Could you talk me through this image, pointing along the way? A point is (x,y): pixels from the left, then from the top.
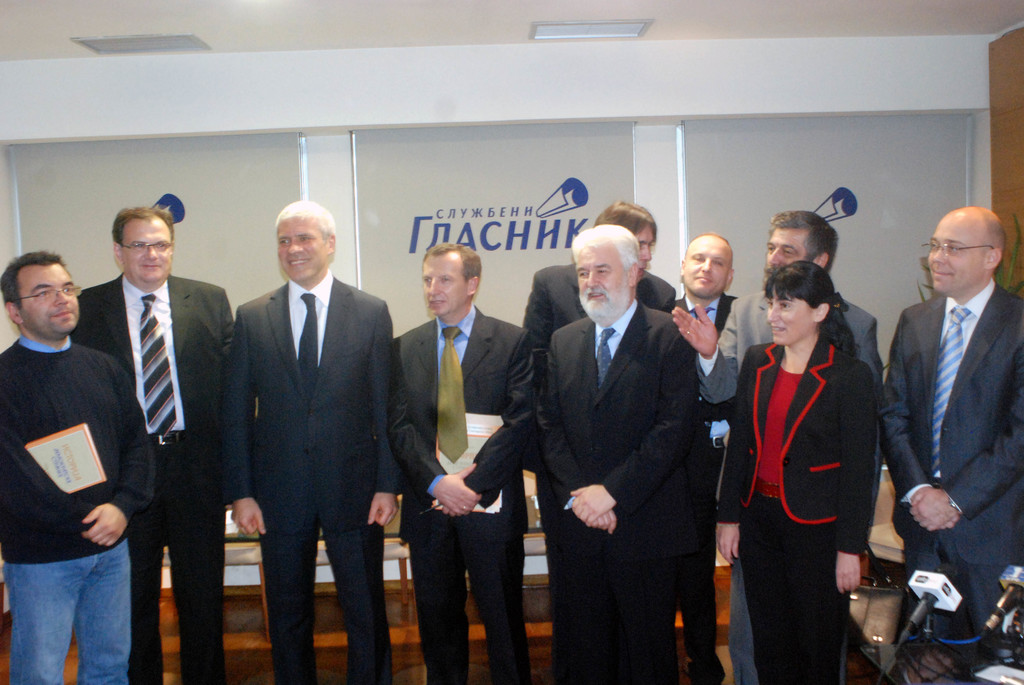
In this picture, there are total 10 people (956,228) standing from left to right and the person (99,550) who is standing on the left (88,531) is holding one book (57,466).
